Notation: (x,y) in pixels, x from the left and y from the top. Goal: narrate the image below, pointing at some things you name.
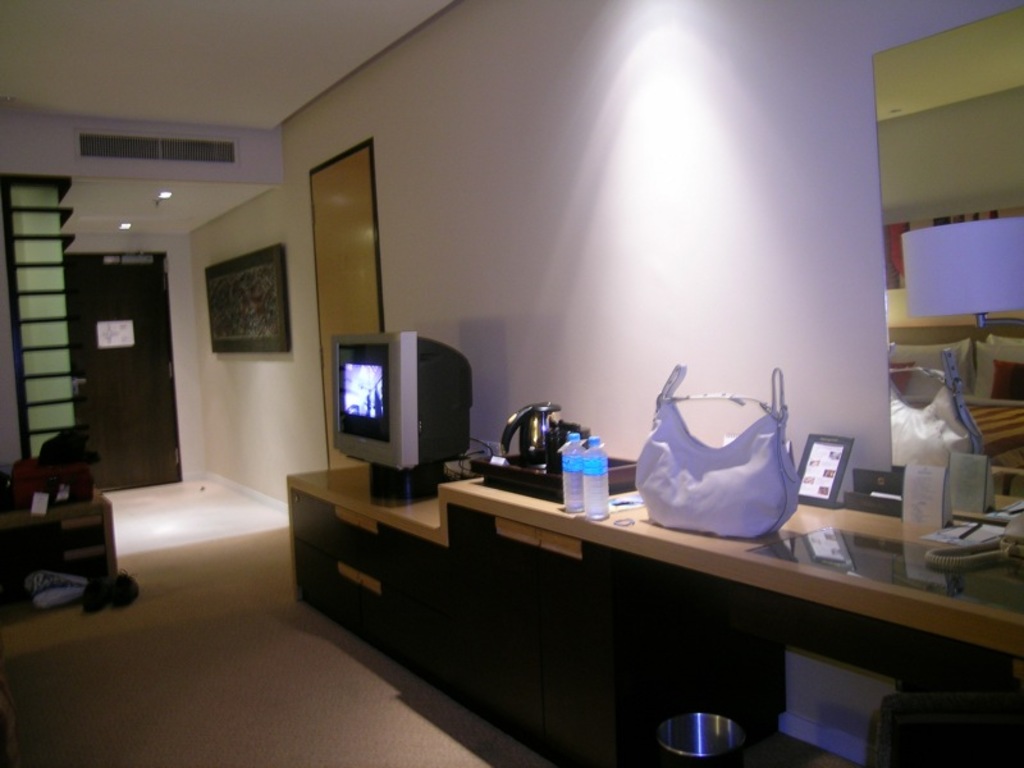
This is the picture of a room (197,226) where on the right side (707,594) we have a desk (540,671) on which we have a mirror (908,330), bag (695,461), bottles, television (407,448) and to the left (51,591) we have some shoes (48,579).
